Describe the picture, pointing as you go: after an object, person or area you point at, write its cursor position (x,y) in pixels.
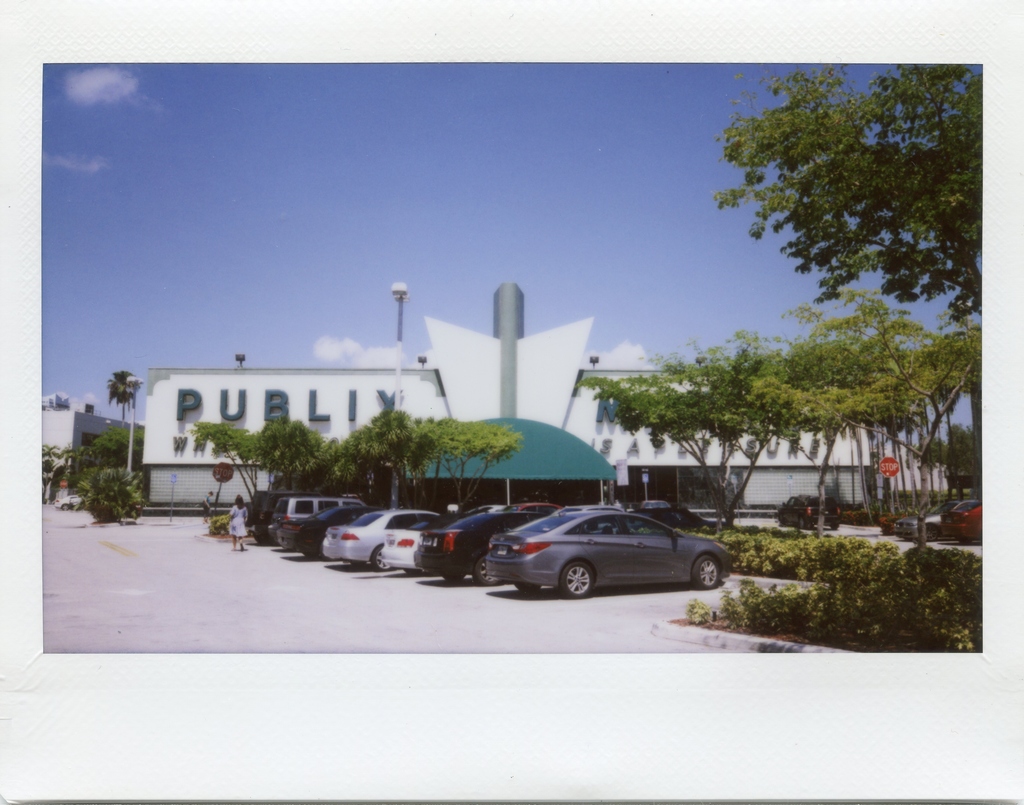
In this image we can see a photograph (385,695). In this photograph (325,528) there are buildings (91,412) and trees (954,395) and we can see cars (555,556). On the left (233,513) there is a lady (234,537). We can see a pole (400,303). In the background (566,231) there is sky (468,112). There are bushes (820,548).
